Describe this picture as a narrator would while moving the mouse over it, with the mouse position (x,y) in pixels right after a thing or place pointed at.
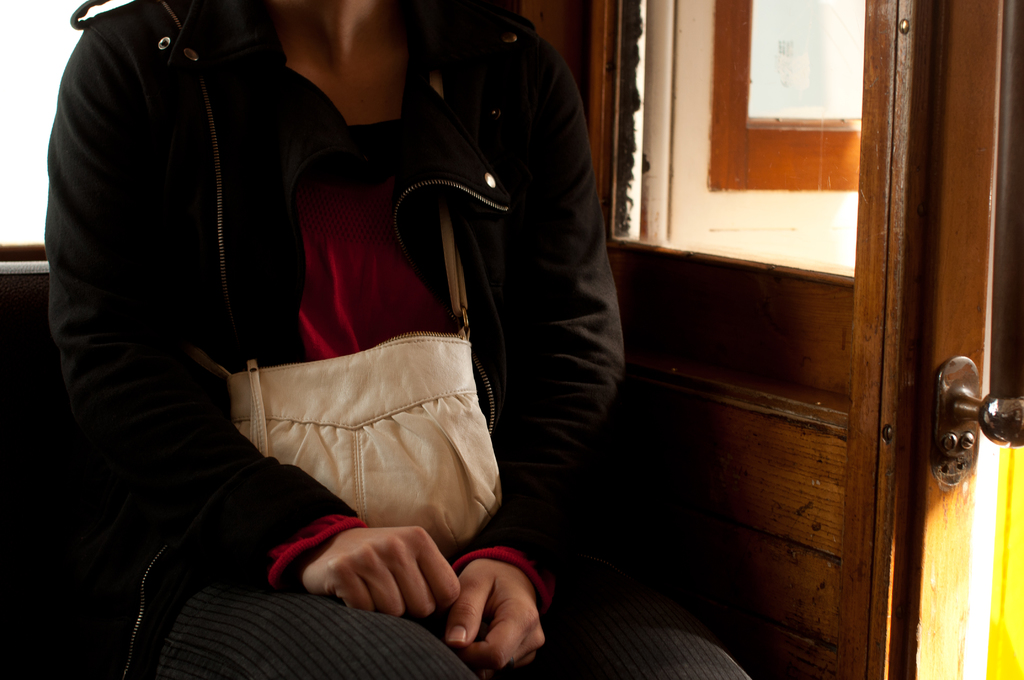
Here we can see a person (563,266) is sitting and wore a bag (455,436). There is a door (978,292) and a glass (843,226).
